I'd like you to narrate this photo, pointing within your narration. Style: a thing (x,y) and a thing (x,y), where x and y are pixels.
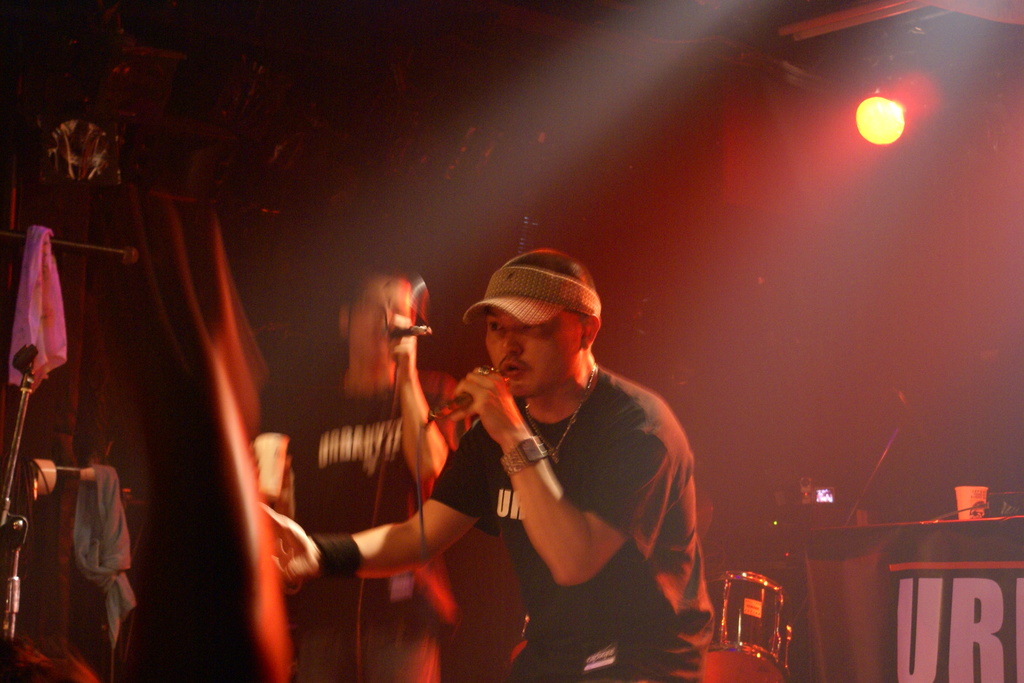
Here 2 men (431,505) are standing on the stage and singing on mic (444,415). In the background (745,624) we can see light (863,133) and musical instruments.
